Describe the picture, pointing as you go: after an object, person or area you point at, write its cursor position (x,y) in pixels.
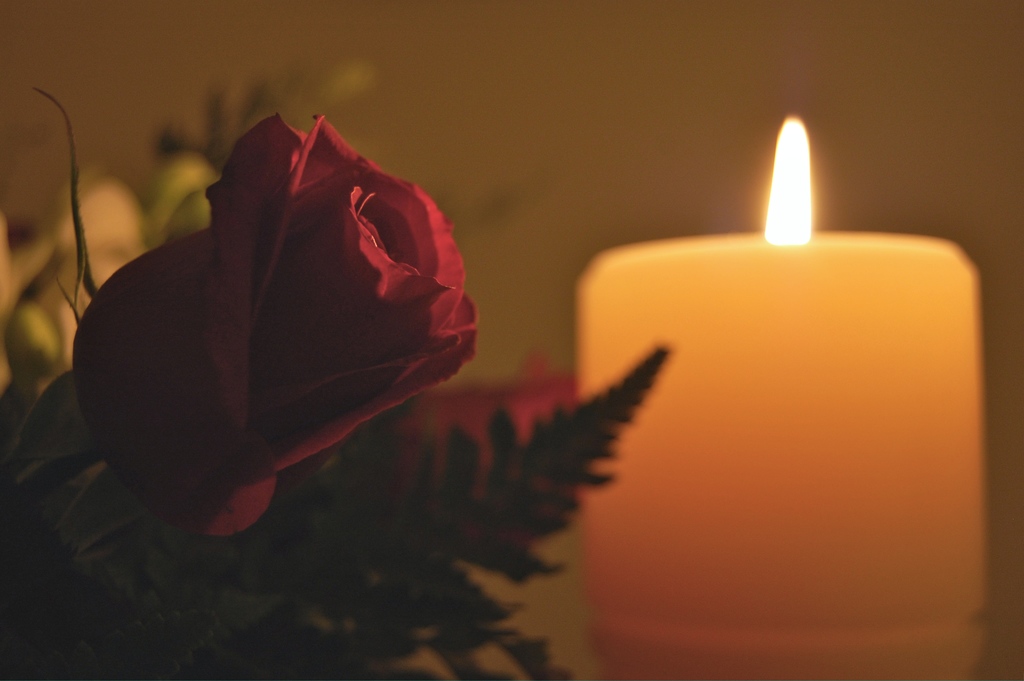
In this image on the left side (253,343) we can see a flower (274,313) and leaves (552,479). On the right side (692,295) we can see a candle (718,292) with flame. In the background (244,124) the image is blur but we can see objects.
